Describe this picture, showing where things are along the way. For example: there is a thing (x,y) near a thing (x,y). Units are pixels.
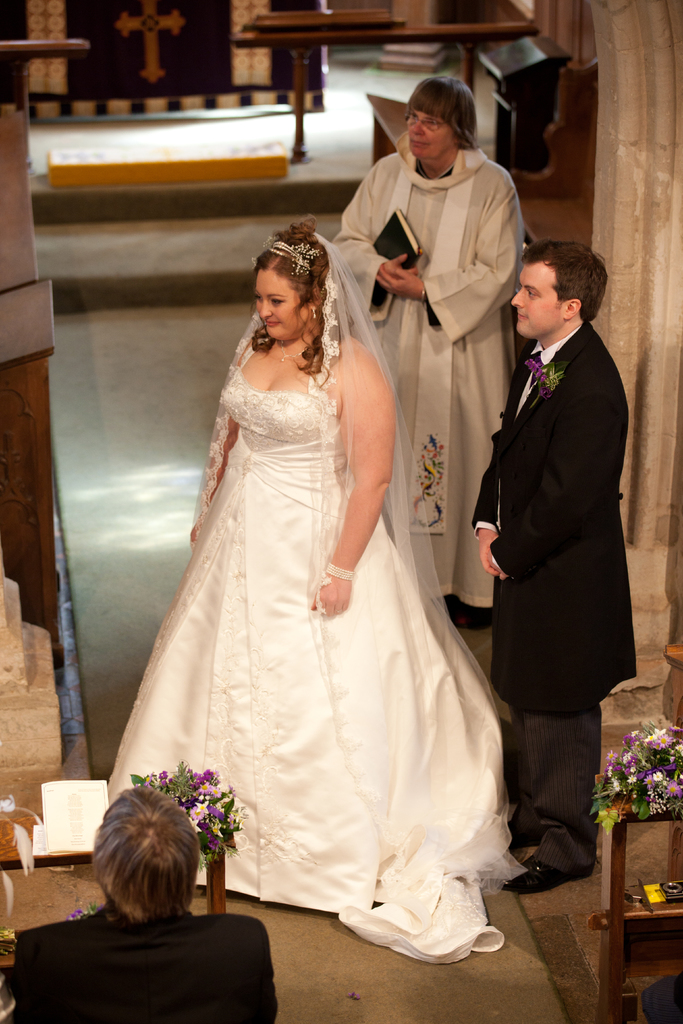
In this picture we can see three persons (316,334) are standing, a person (464,235) in the background (491,235) is holding a book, we can see a paper (36,833), flowers (209,838) and another person (172,929) at the bottom (674,800), there is the Christianity symbol (132,20) in the background (151,42).
